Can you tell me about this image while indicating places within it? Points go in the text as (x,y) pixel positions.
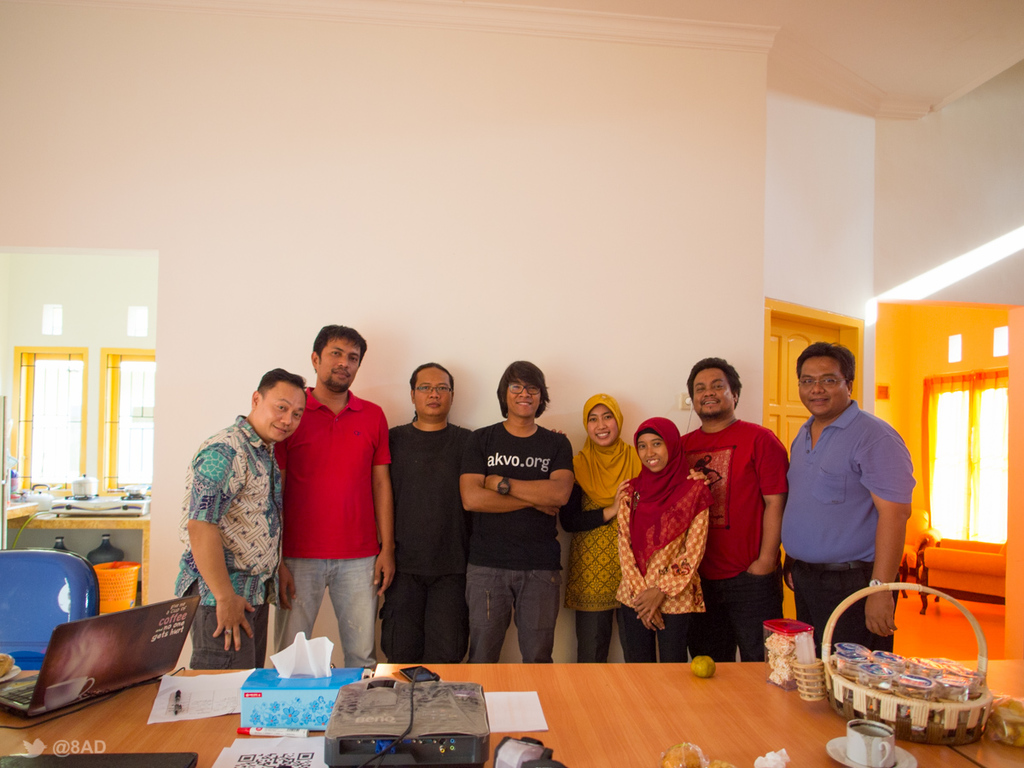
This is a picture taken in a room (374,558), there are a group of people (536,516) standing on a floor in front of these people (570,499) there is a table (641,689) on the table (690,693) there is a basket (884,698), food items (888,670), cup (872,730), laptop (122,656) and tissues (242,698). Behind the people (500,598) there is a wall (481,176).
